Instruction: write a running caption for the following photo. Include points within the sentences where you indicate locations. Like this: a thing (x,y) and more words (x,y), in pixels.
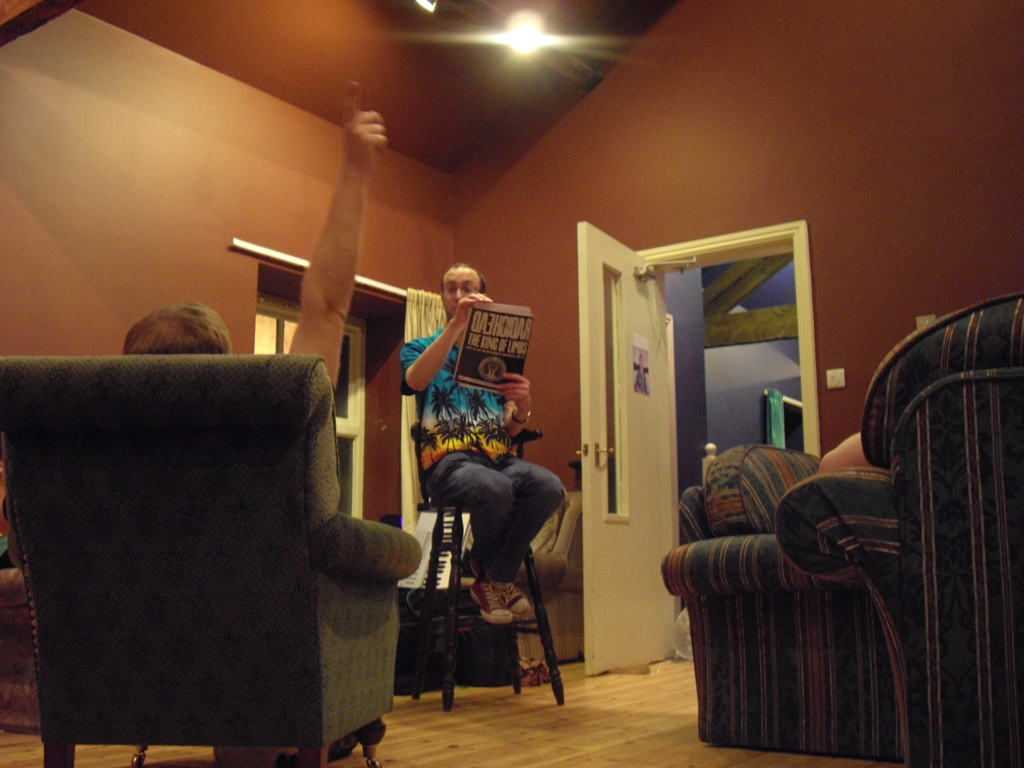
This is a picture taken in a room (490,484), the man (490,484) in floral shirt (452,432) sitting on a chair (457,583) and holding a book (482,350). In front of this man (453,432) there are sofas (325,595) and other people (189,346) are sitting on chairs (259,477). Background of this man (488,432) is a wall (514,242) and a door (626,371).
